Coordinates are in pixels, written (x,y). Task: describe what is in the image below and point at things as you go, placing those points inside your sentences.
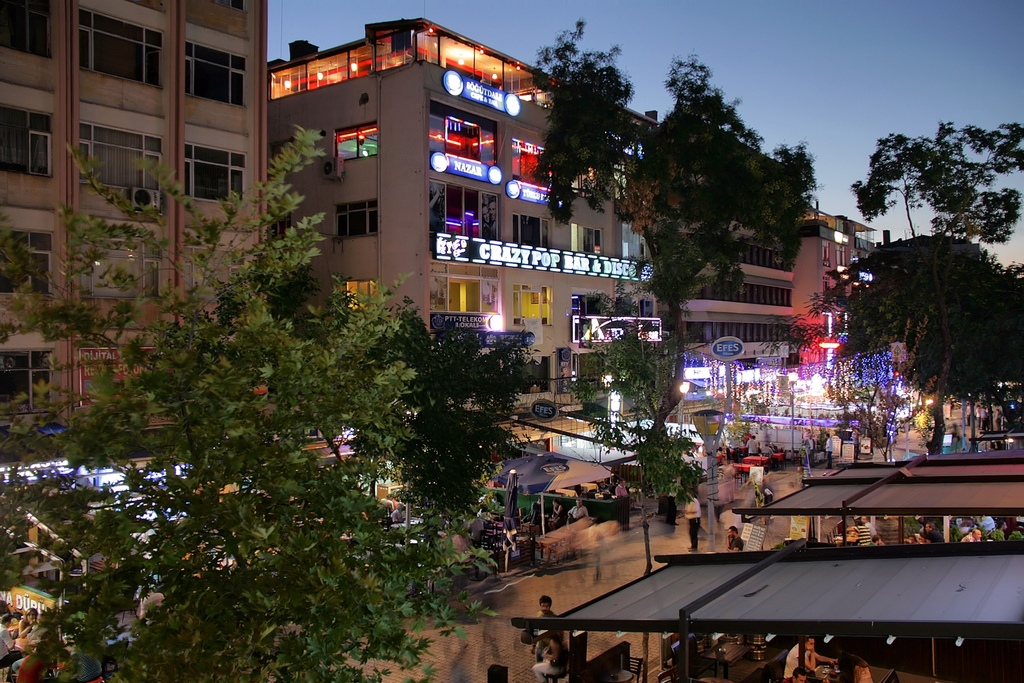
In this image I can see the group of people (697,547) are on the road (670,525). To the side of these people (731,538) there are many sheds (669,573) and trees (599,422). To the left (14,163) I can see the buildings (488,297) and there are boards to the buildings (780,301). In the background (736,42) I can see the blue sky (829,145).
